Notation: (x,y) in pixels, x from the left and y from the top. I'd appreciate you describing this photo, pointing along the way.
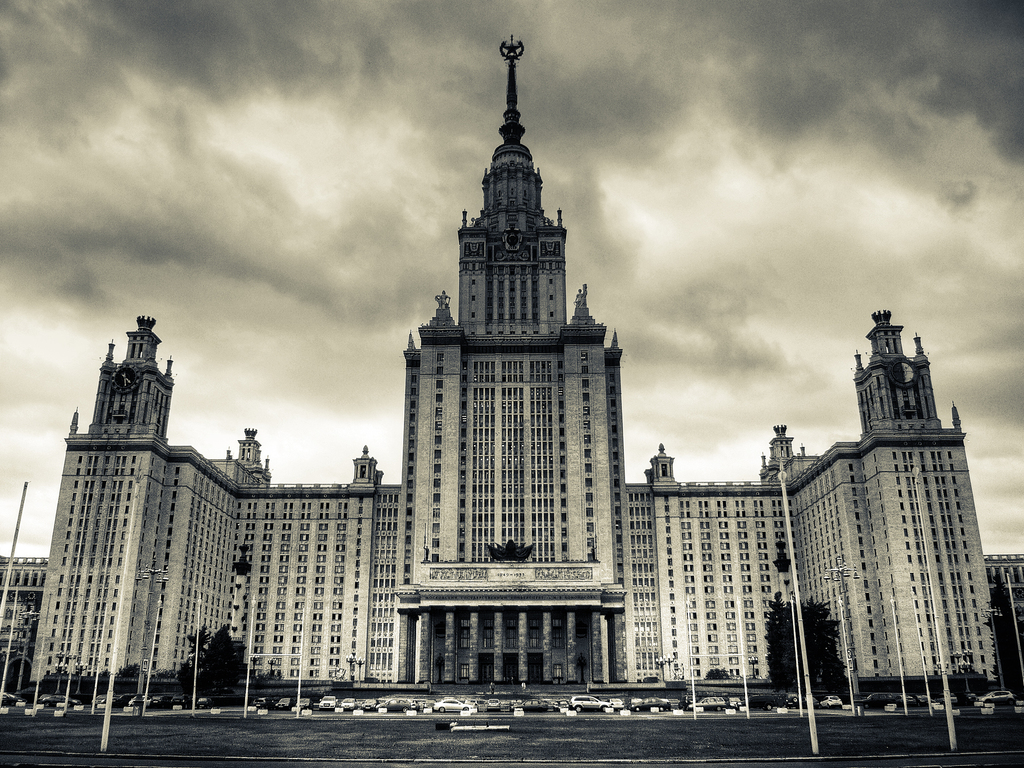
In the picture I can see building (219,484), in front of it there are so many vehicles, we can see some trees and clouded sky (275,216).
